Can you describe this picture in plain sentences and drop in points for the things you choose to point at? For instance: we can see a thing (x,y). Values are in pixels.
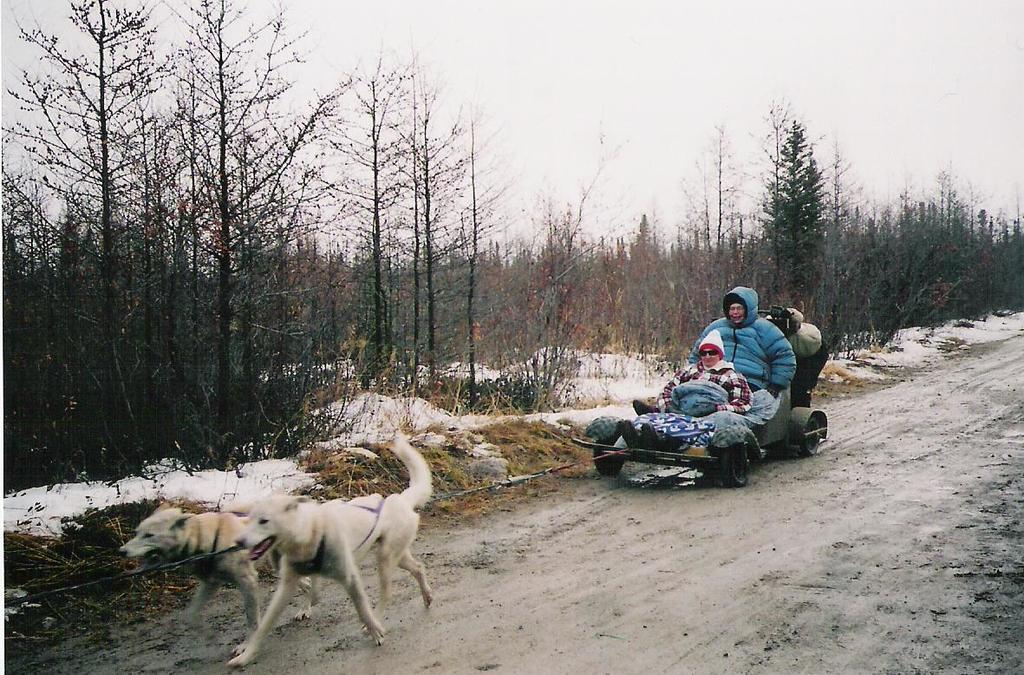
In this image in the center (671,450) there is one vehicle (622,460), and in that vehicle (786,400) there are two persons (738,350) who are sitting and there are two dogs (344,548). At the bottom (649,543) there is sand (582,494) snow (82,482) and some grass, in the background (595,277) there are some trees (462,235). At the top of the image (654,79) there is sky (664,114).
